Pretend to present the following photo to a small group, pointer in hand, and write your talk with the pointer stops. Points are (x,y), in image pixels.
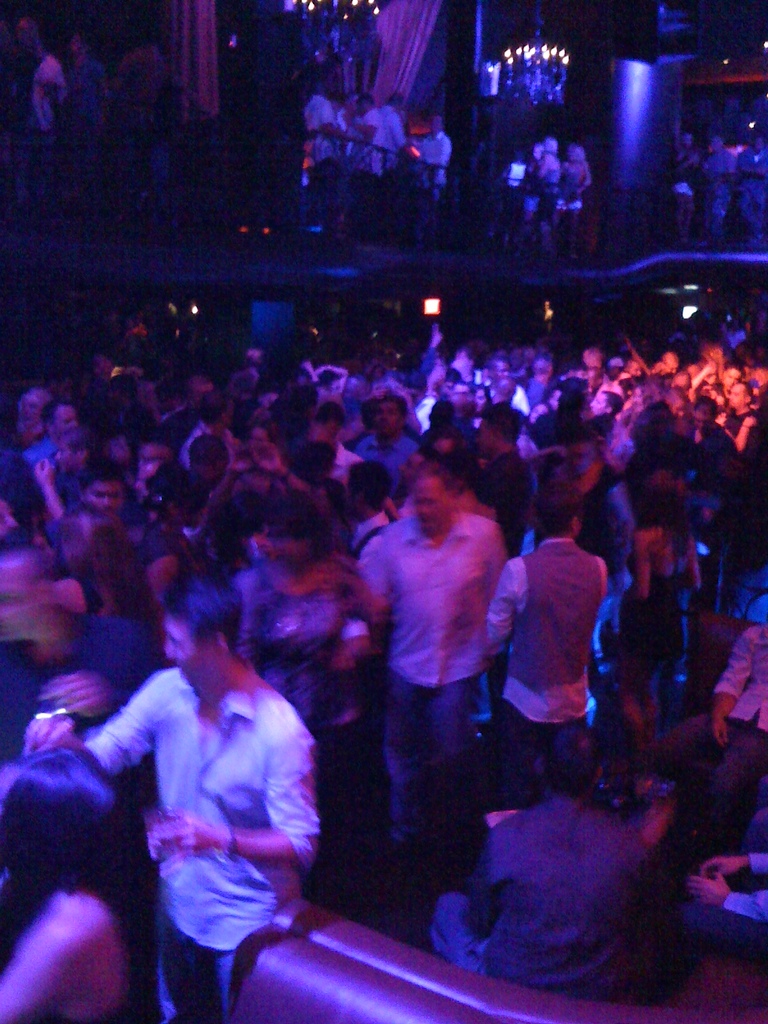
In this picture we can see some group of people (502,454) are in one place.
